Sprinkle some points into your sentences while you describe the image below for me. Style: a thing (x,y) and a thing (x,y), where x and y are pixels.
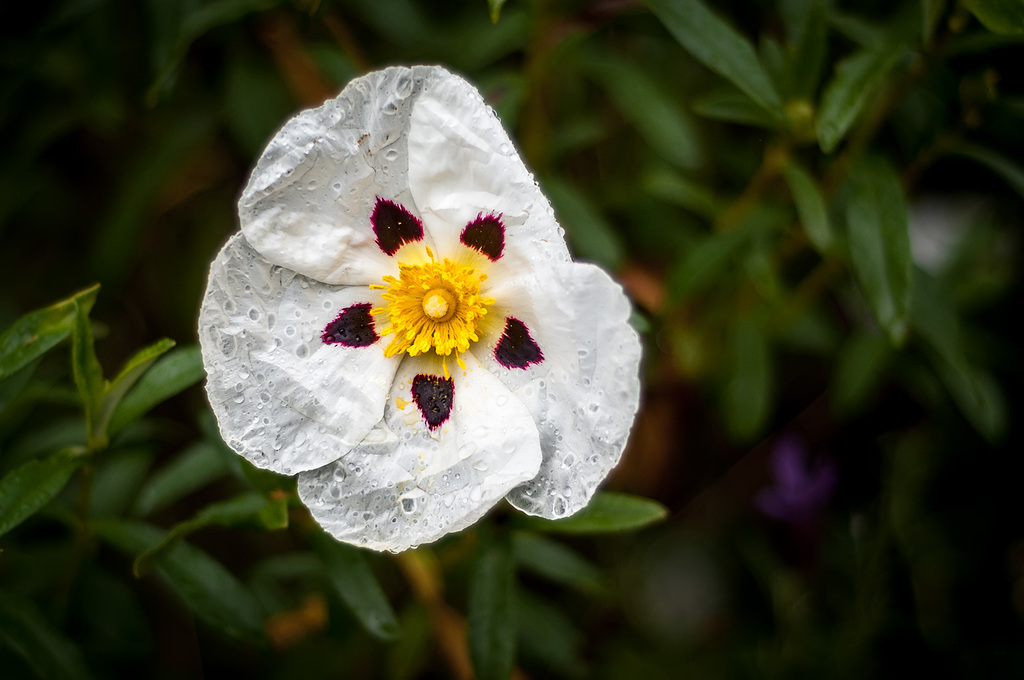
In the center of the image (455,420) we can see a flower (487,322). At the bottom (86,567) there are plants (609,522).
